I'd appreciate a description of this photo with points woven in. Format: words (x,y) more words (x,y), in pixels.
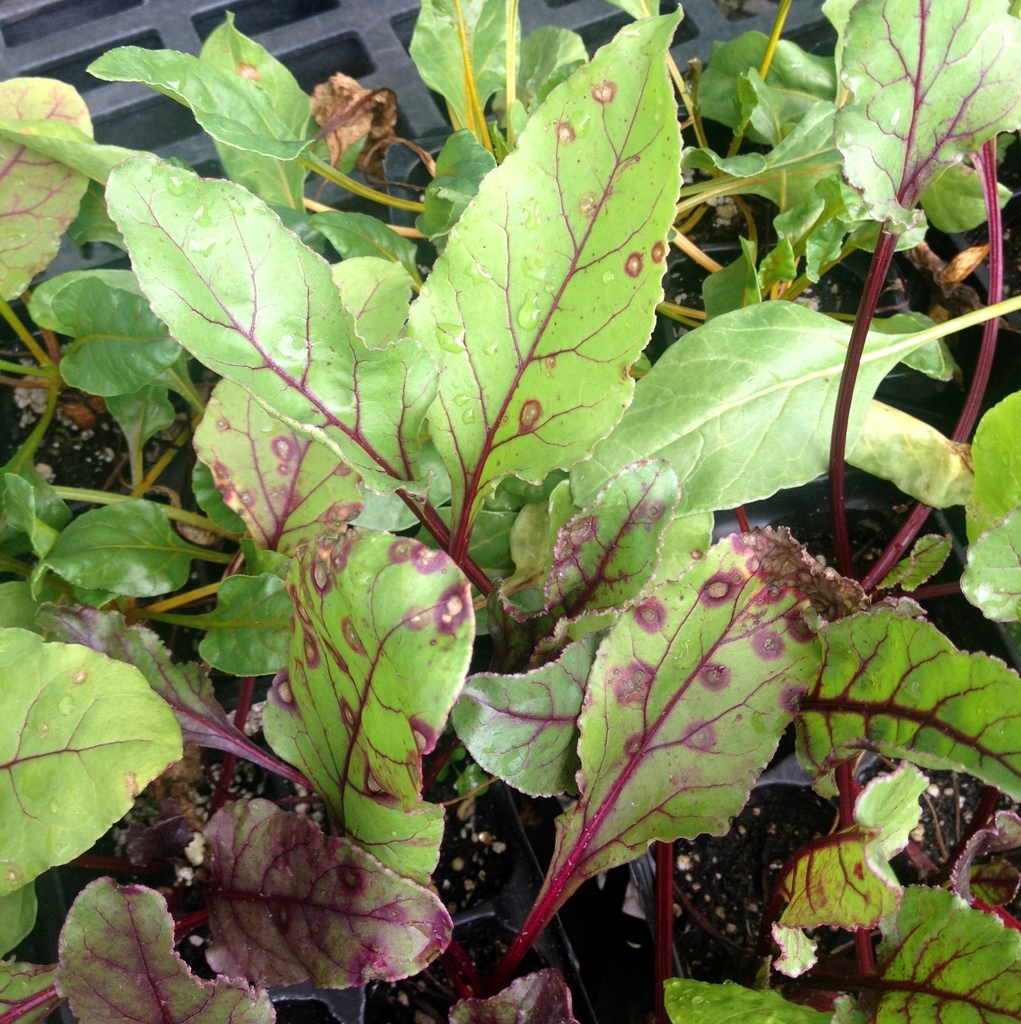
In this image we can see plants (748,649).
